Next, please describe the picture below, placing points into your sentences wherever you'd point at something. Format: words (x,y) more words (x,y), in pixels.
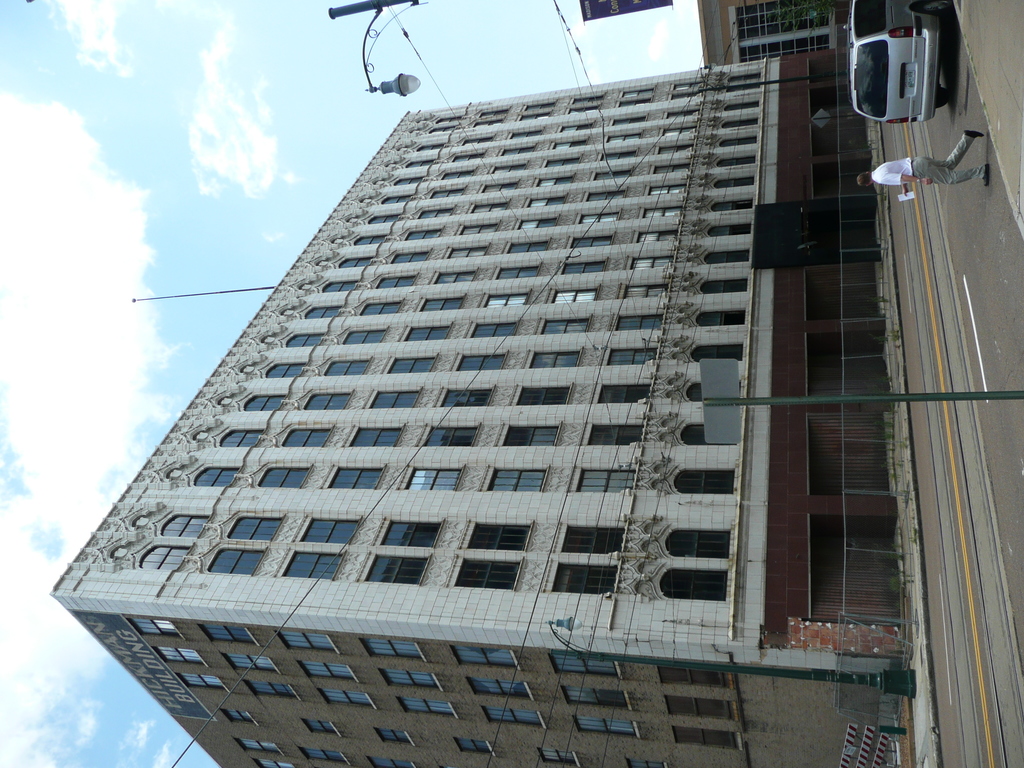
In this image I can see a car (888,66). I can see a person (947,174). I can see a building (457,381) with the windows (482,530). In the background (228,176), I can see the clouds (212,170) in the sky (231,158).
